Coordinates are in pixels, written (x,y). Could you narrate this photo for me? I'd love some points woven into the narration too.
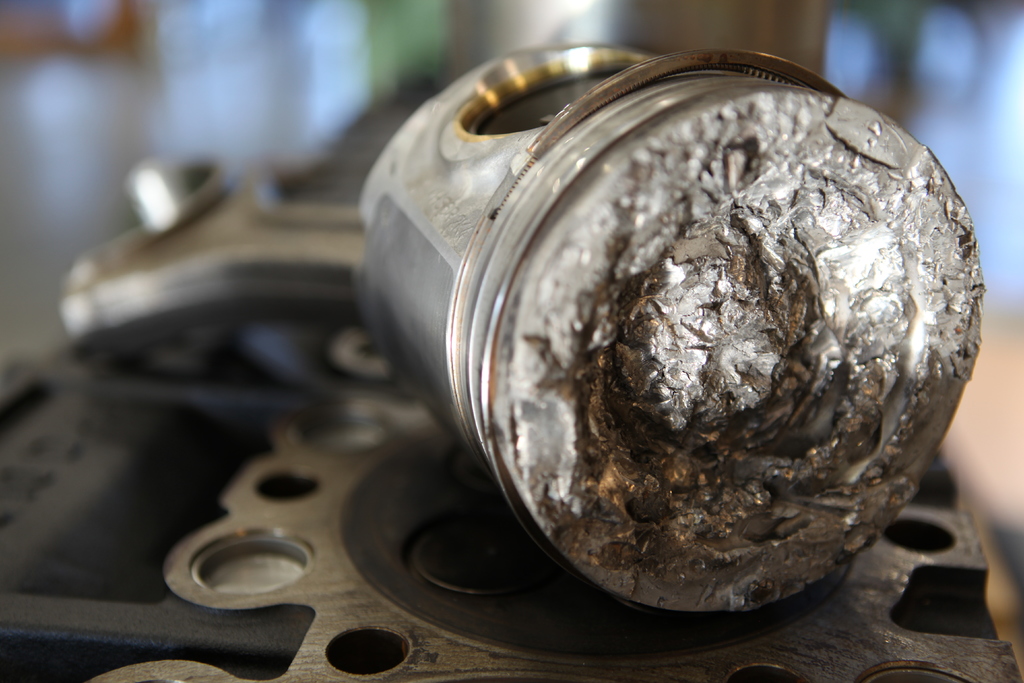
In the picture we can see a metal (706,521) on the tool (414,447), and the background (1018,566) is not clear.
